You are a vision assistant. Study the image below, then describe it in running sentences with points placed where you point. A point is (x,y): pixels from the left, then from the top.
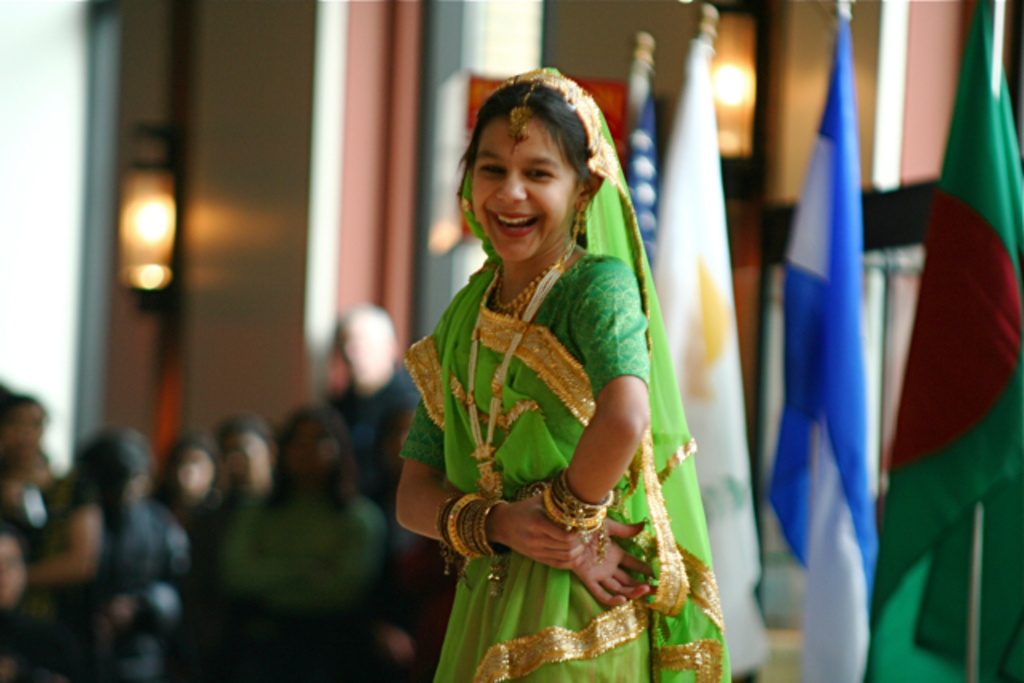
Here I can see a girl (576,333) wearing a costume (528,471), smiling and dancing. On the right side (982,282), I can see few flags (706,360). On the left side (206,572) few people (249,461) are sitting. The background (414,87) is blurred.
